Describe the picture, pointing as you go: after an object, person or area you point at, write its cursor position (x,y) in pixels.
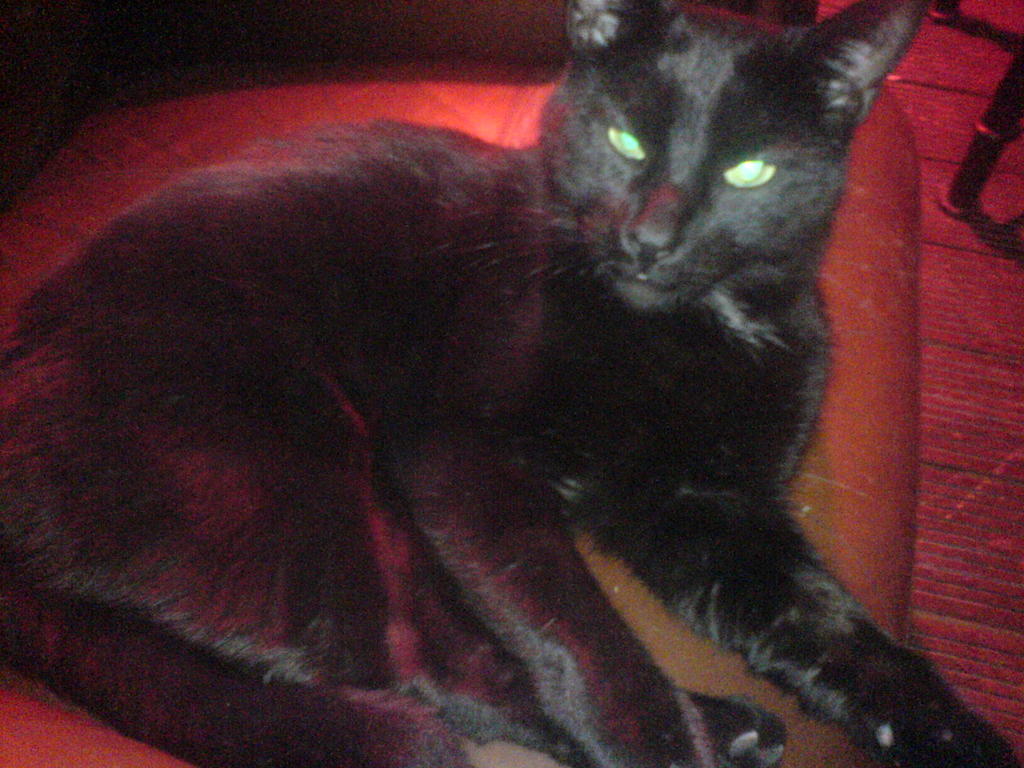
In this picture there is a black cat (510,316) sitting on the chair (550,90). At the bottom (966,579) there is a mat (958,642) and there is an object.
